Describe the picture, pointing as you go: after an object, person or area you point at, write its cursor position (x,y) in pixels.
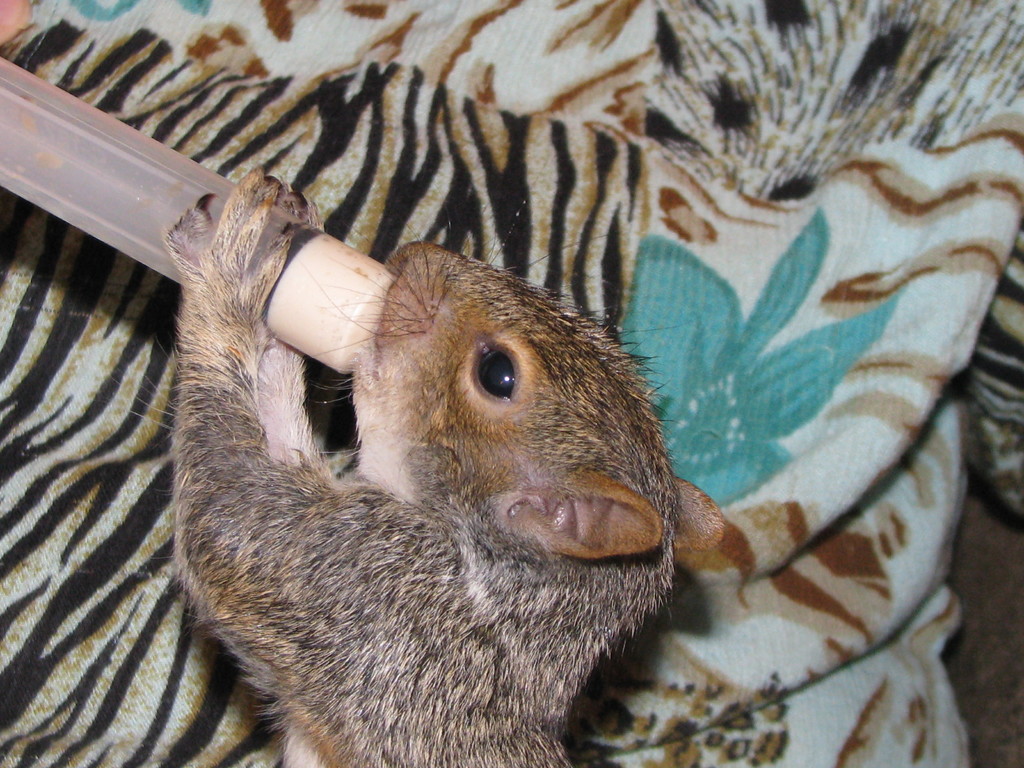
In this image I can see an animal (295,353) holding some object (317,309) and the animal (362,546) is in brown and black color and the background (737,369) is in brown, black and white color.
